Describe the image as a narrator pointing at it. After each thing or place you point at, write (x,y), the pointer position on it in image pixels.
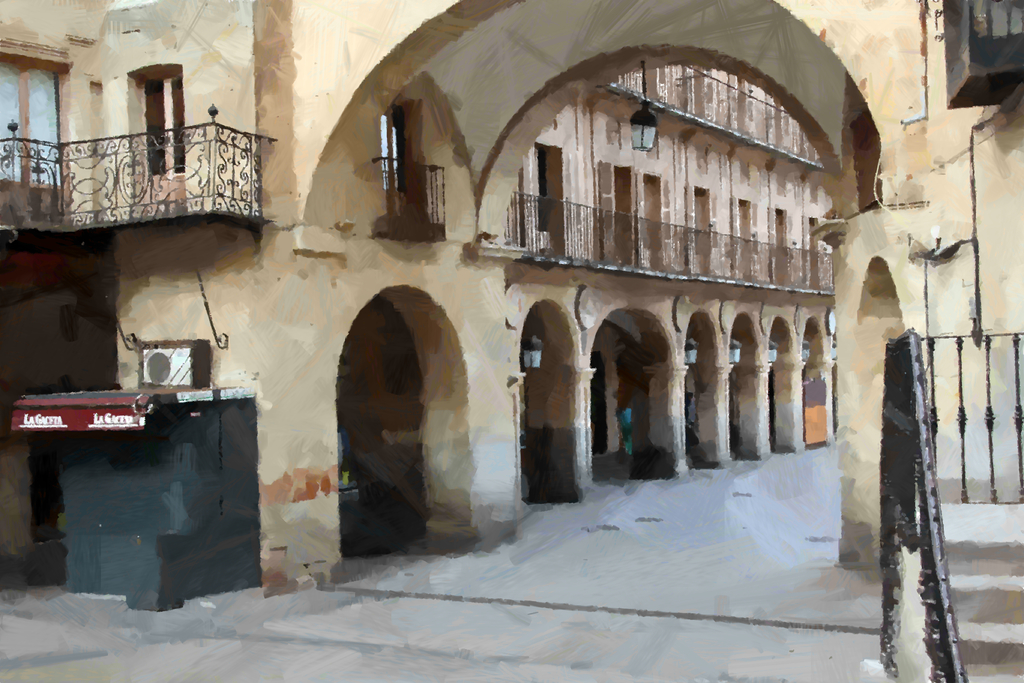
This image consists of a building (626,350) along with windows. In the front (191,204), there is a railing (182,207). At the bottom (652,633), there is a road (721,601). On the right (1019,612), there are steps (1011,624).
